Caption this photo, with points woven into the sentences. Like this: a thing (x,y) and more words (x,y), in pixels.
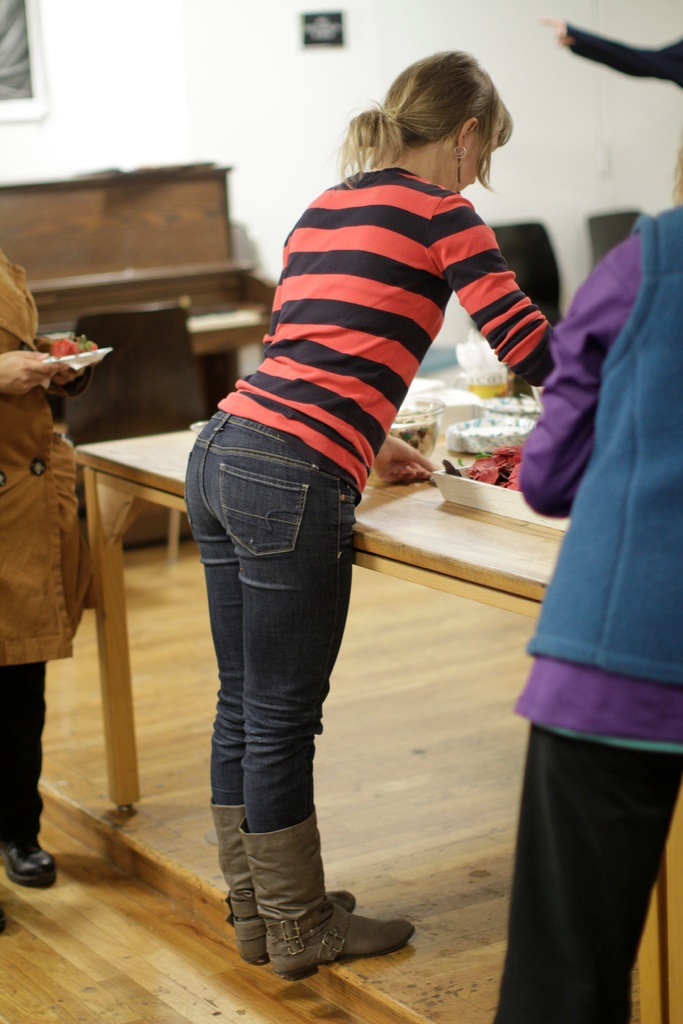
In this image, there is a table (462,539) which is in yellow color, on that table (159,482) there are food items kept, in the middle (286,652) there is a girl (286,605) she is standing and she is holding a object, there are some people (8,627) standing, there is a black color chair (134,347), in the background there is a white color wall (198,66).
